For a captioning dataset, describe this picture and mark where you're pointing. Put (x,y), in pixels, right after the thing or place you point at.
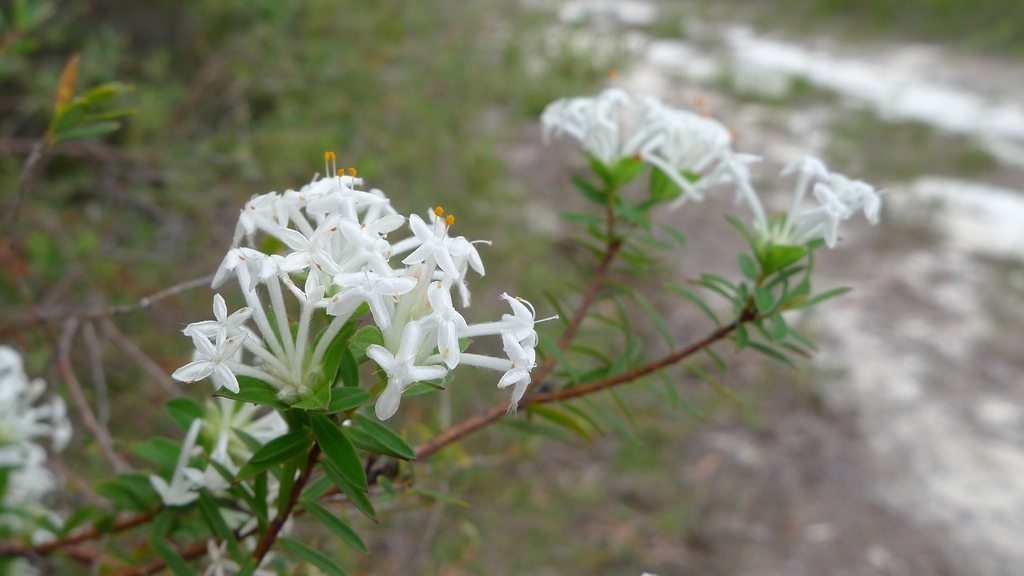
In this picture we can see plants (265,280) with flowers (705,114) and in the background (305,101) we can see the grass (400,58) and it is blurry.
